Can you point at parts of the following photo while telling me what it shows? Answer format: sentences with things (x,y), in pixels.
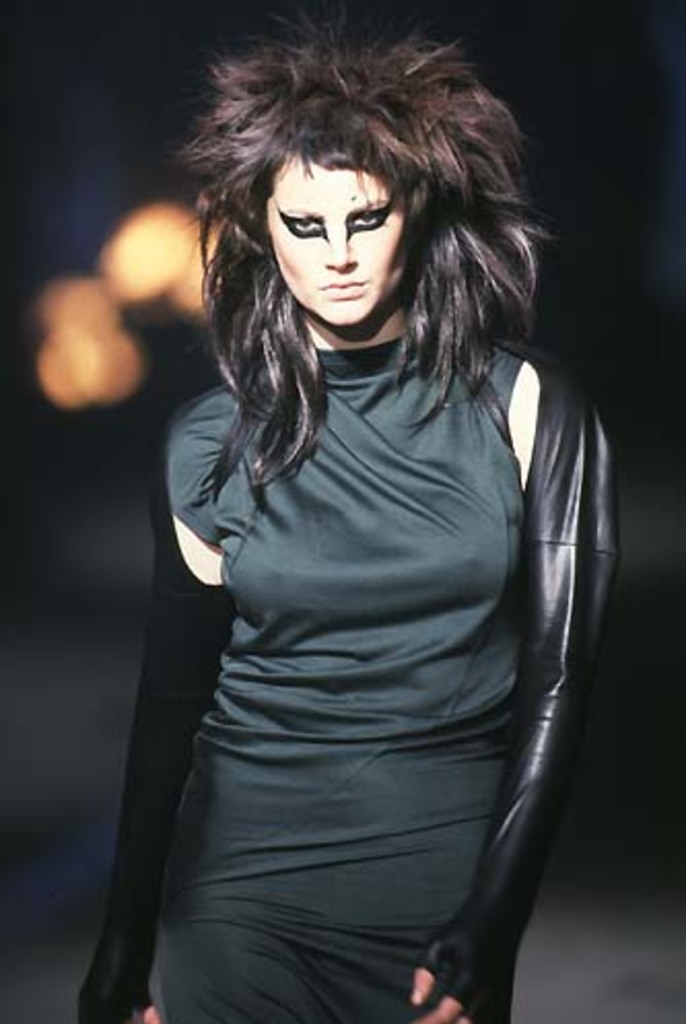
In this image we can see a woman (290,310) is standing, she is wearing the dark green color dress (290,574), at back (185,257) here is the light (176,251).
